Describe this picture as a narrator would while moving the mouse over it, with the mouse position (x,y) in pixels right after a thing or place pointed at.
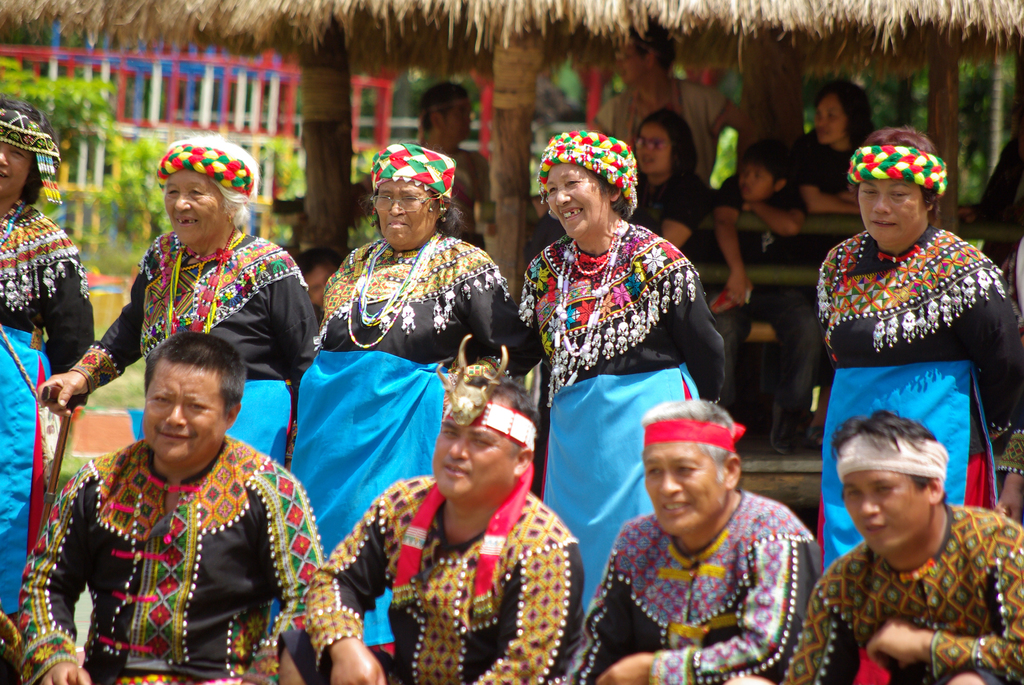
In this image there are four men (891,556) sitting and five women (127,318) are standing, in the background (235,3) there is a hut (1019,116), inside the hut (530,146) there are people (658,137) sitting and in the top left (166,111) it is blurred.
